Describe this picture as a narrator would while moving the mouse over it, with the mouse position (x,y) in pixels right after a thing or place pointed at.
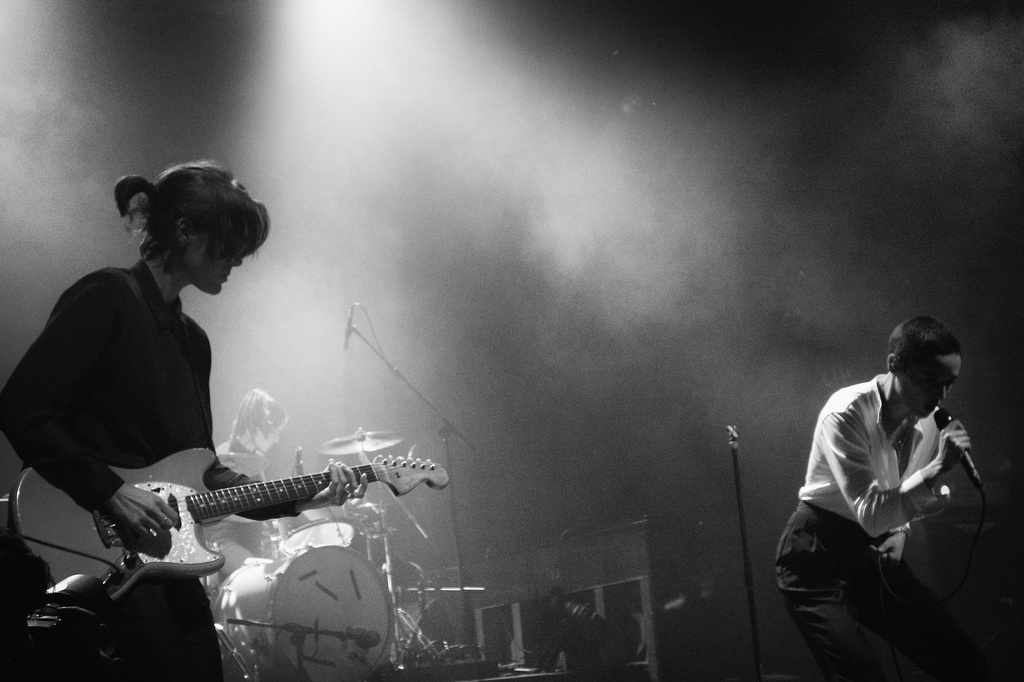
Here we can see a woman (149,643) who is playing guitar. These are some musical instruments (350,544). There is a man (920,430) who is singing on the mike (944,425).
